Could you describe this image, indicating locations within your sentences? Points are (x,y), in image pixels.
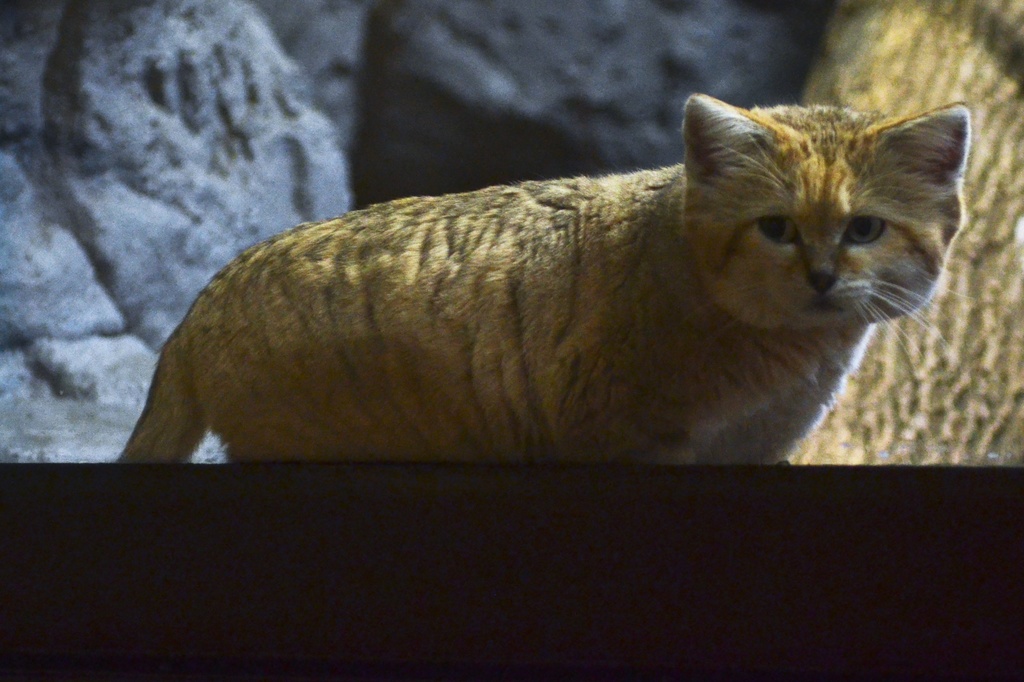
In this image I can see a cat (530,348) which is gold, white and black in color and in the background (398,80) I can see few blurry objects (435,85).
